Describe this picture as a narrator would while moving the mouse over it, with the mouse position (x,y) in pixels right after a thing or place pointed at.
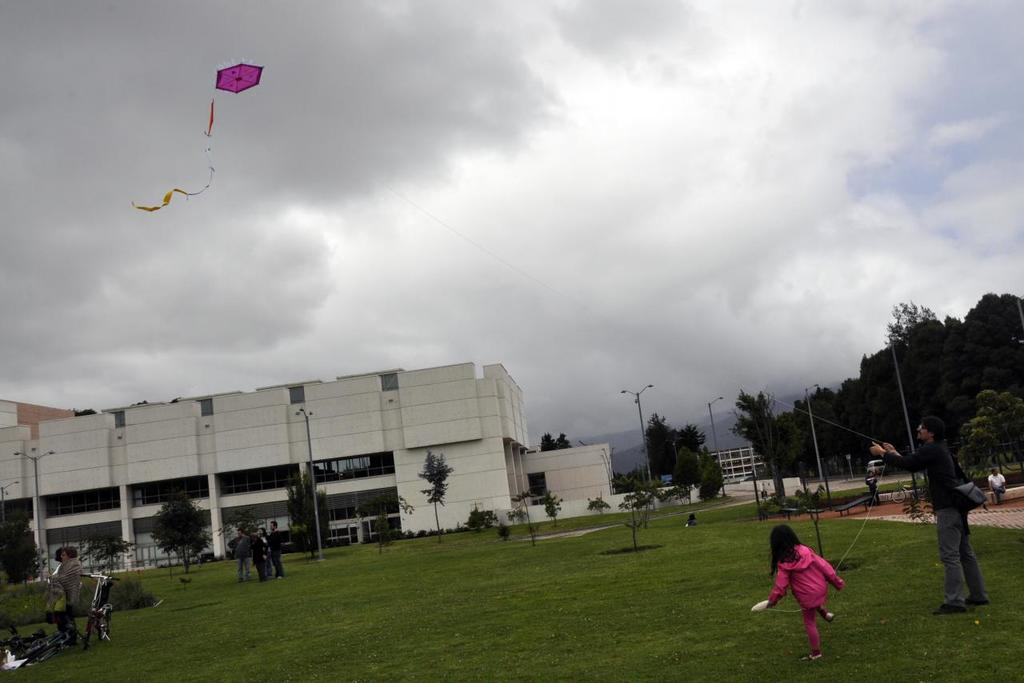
This picture is clicked outside. In the foreground (261,620) we can see the green grass (635,642), group of persons (949,484) and we can see a bicycle (38,655), lamp posts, plants (22,609), trees (387,507), buildings (744,452) and some other objects (20,638). On the right corner (952,521) we can see a person (958,573) wearing sling bag (973,487), standing on the ground (975,630) and seems to be flying the kite (236,73) in the sky (233,159). In the background (784,164) we can see the sky (484,164) which is full of clouds (970,123) and we can see the trees (803,419), buildings (587,463) and some other objects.
